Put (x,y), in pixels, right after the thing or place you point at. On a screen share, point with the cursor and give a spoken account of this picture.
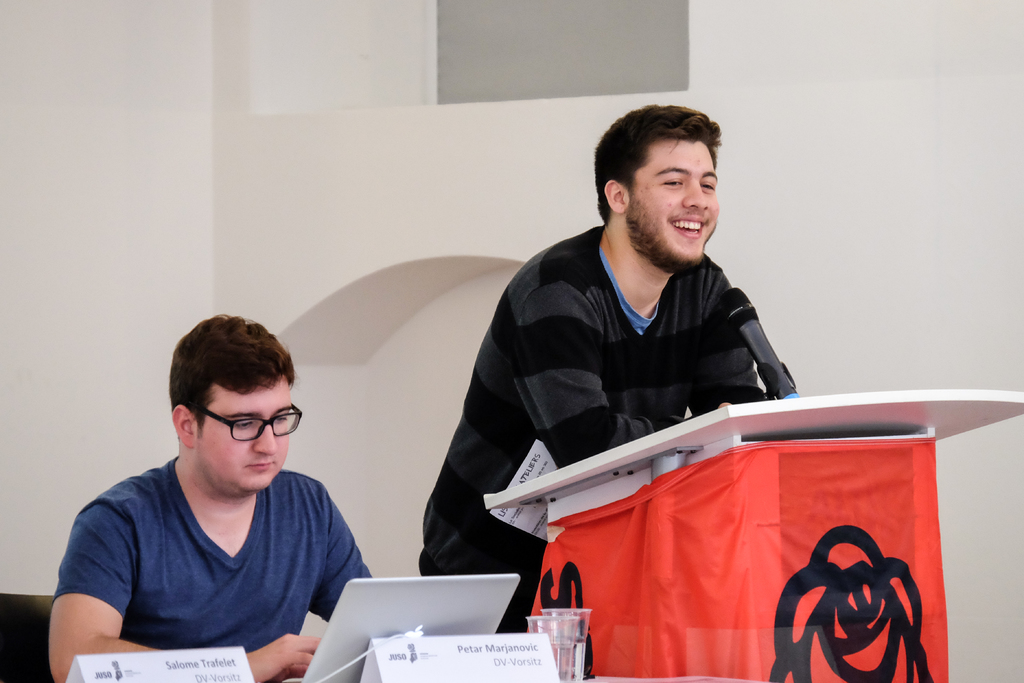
In this image we can see two persons (171,564), microphone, podium (769,409), name boards (541,642), glasses (584,640) and other objects (784,580). In the background of the image (107,313) there is a wall (523,212) and an object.
